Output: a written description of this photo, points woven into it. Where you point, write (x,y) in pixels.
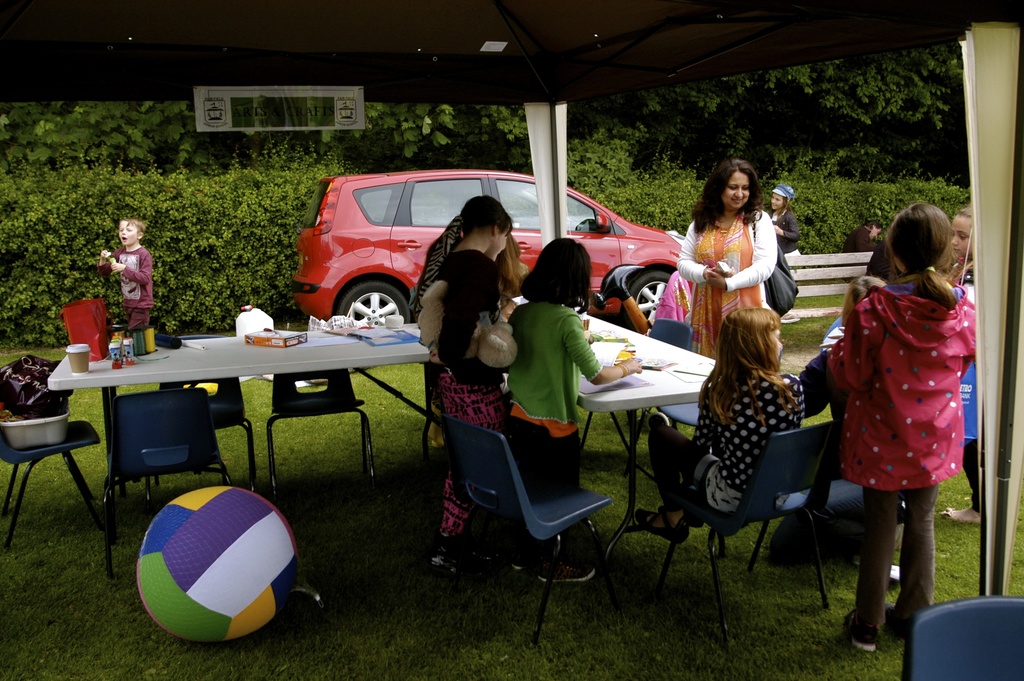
In this image i can see few children (557,341) standing and the woman (722,249) standing over a children (567,357) at the back ground (689,216) i can see a car (453,189), few trees (218,214) and a table (202,359), a ball (256,518).
